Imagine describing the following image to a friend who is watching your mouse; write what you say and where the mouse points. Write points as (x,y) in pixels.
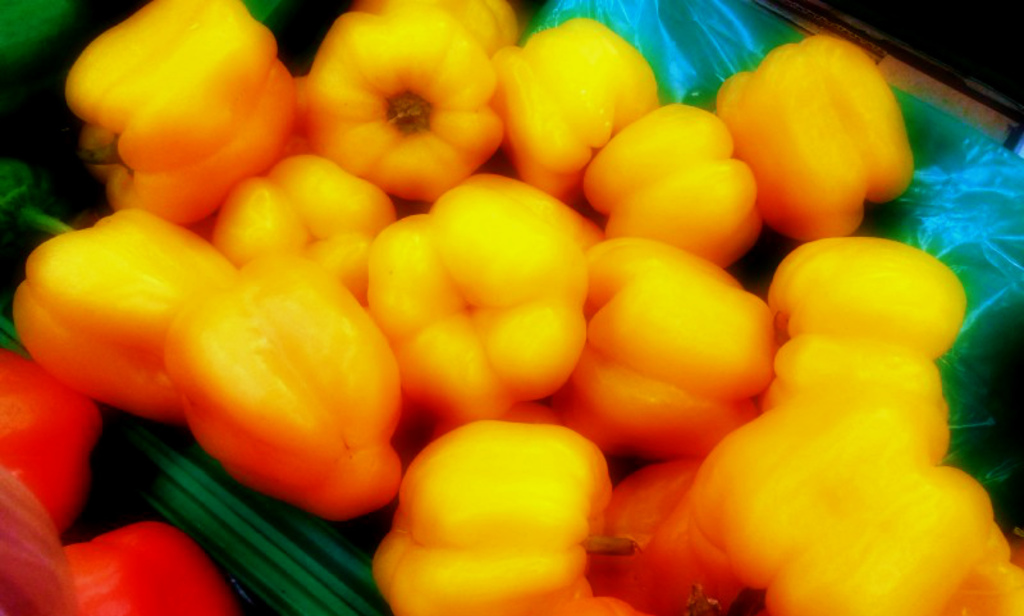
In this image I can see the capsicums (571,232) which are in yellow color. These are on the blue and green color sheet (926,246).
